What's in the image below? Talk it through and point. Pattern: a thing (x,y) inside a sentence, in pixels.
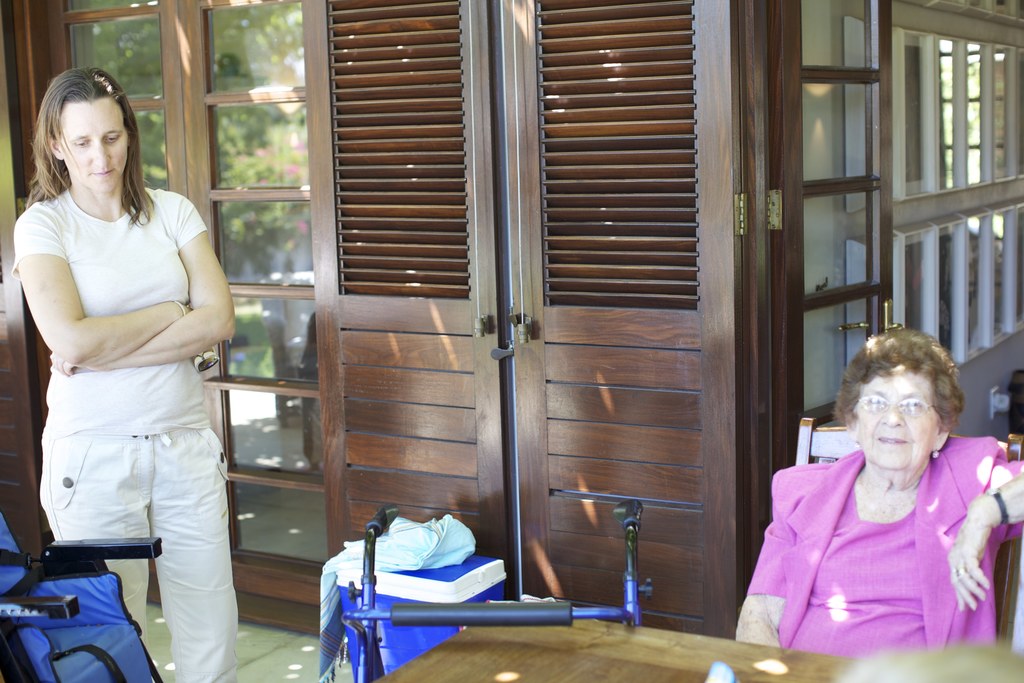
In the background (353,167) there is a house (718,179) with walls (934,207), windows (912,136) and wooden doors (417,297). On the left side of the image (160,422) a woman (167,464) is standing on the floor (159,659) and there is an empty chair (55,621). In the middle of the image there is a table (583,652) and there is an object (370,589). There is a basket (384,603) and there is a cloth (378,554) on the basket (443,572). On the right side of the image (866,541) an old woman (857,534) is sitting on the chair (1009,542).
